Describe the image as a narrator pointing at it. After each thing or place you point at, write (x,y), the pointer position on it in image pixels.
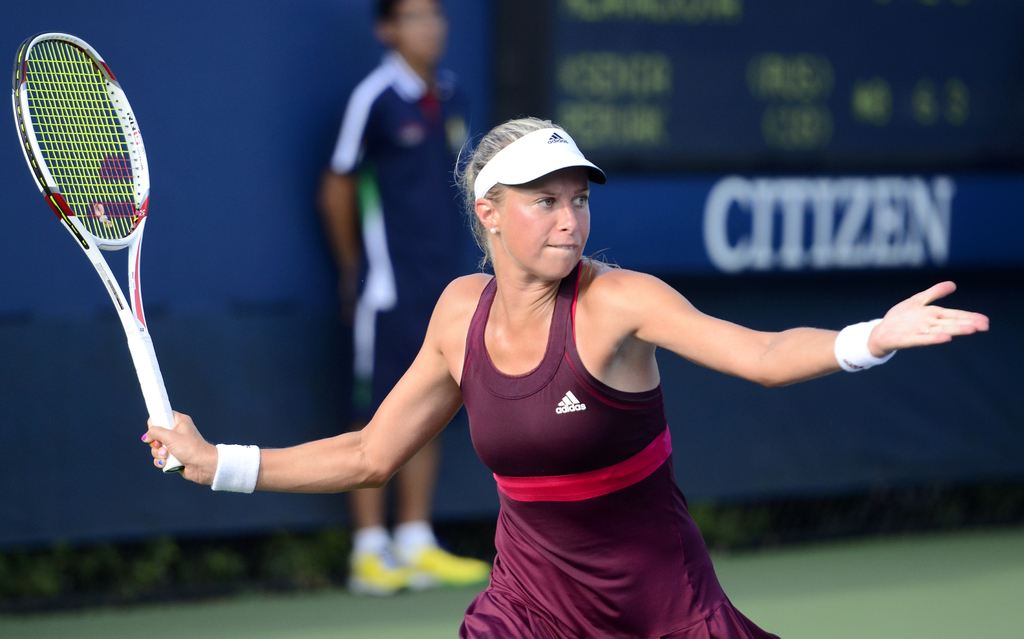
In this image there is a woman (578,540) wearing a maroon dress (629,498) and holding a racket (63,35) and she was playing. There is a man (360,580) behind her, he is wearing a blue shirt (416,212) and yellow shoes (370,556). To the top right (757,83) there is a digital screen (767,45).
